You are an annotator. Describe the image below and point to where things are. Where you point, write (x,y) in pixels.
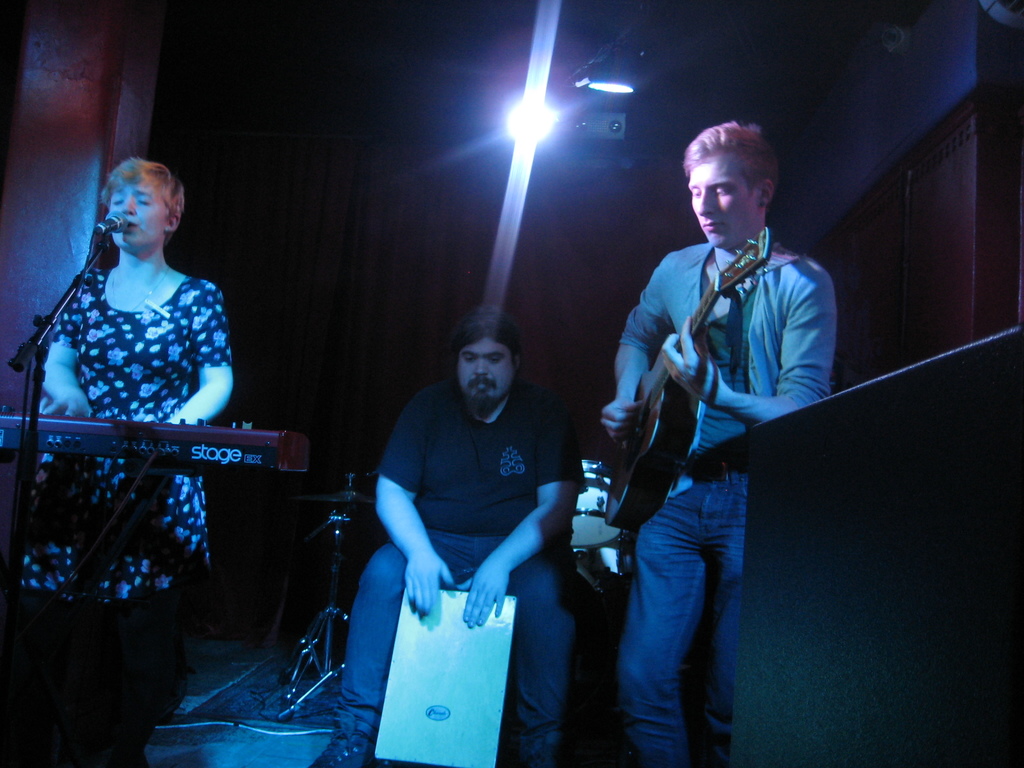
In the image we can see there is a person (651,319) who is standing and holding guitar (634,438) in his hand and another person (67,458) is playing keyboard (237,458) and a person (436,572) is sitting in between them.
